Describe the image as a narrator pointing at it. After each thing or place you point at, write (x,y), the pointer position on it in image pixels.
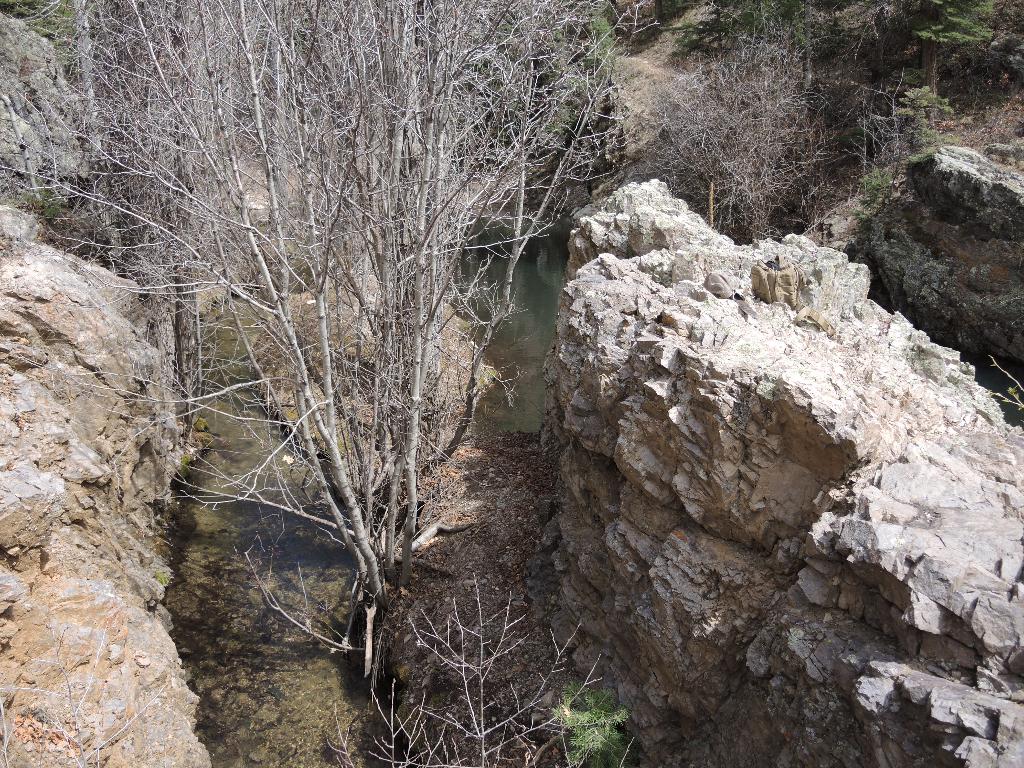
In this image we can see rocks (821,376) and some dried plants (420,84).
